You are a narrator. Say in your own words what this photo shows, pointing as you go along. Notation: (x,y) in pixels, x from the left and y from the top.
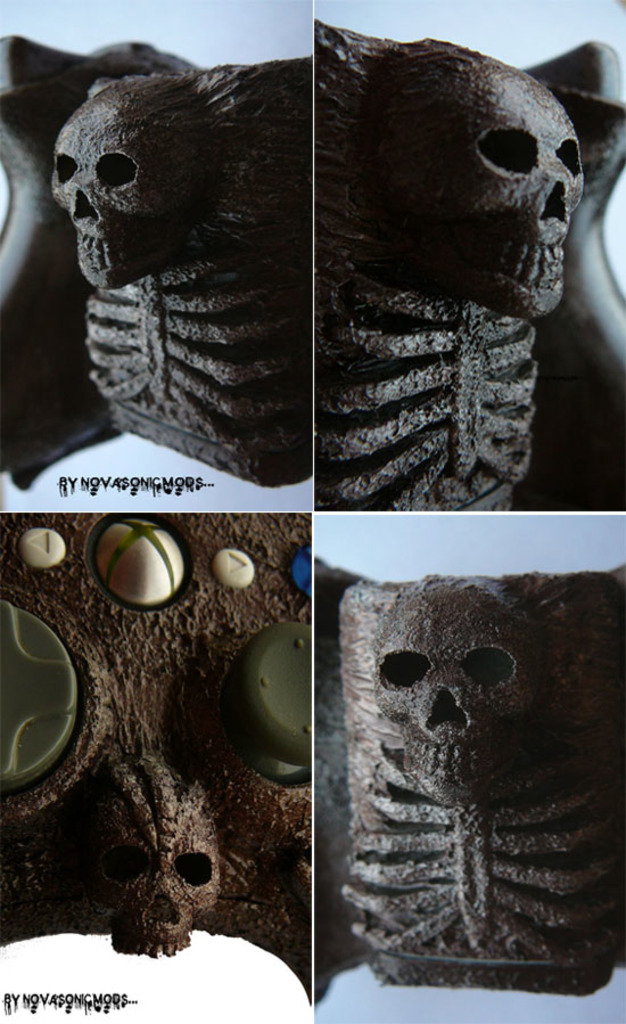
In this picture I can see the collage frames (225,325). In every frame (432,347) I can see the skull (423,97) of a person (463,309). In the bottom left corner (34,1011) I can see the watermark (7,995).
